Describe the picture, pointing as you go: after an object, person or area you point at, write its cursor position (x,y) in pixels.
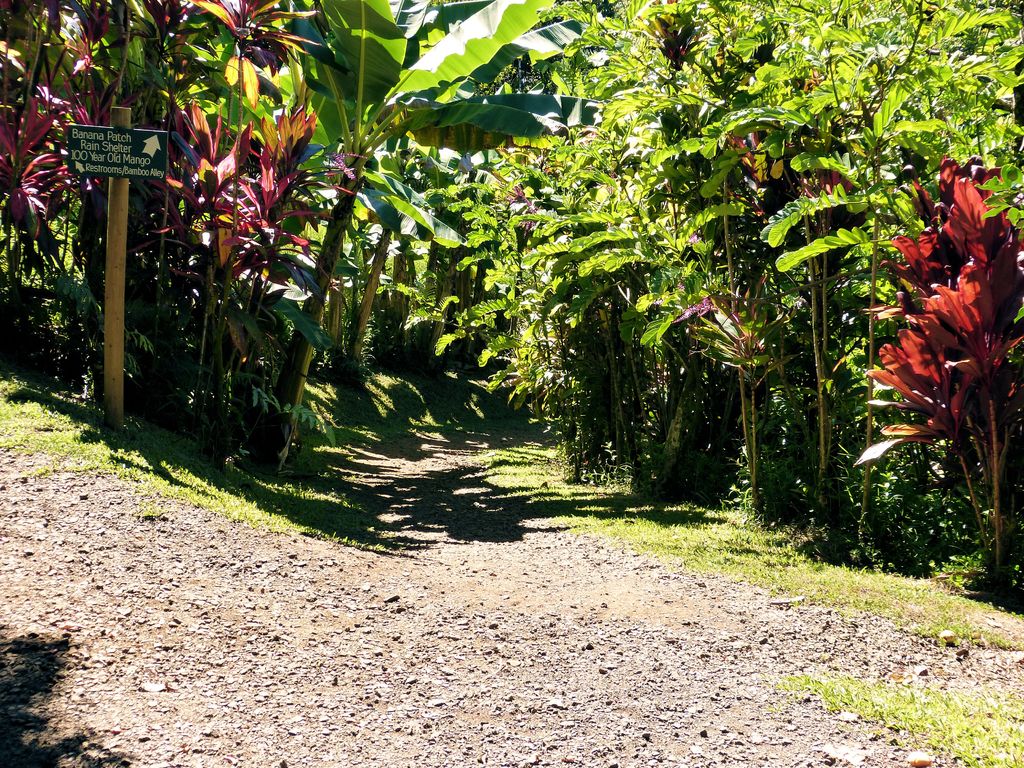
In this image I can see on the left side (133,177) there is a board (115,144) in the middle (479,308) there are trees (736,252), at the bottom (584,596) it is the soil (558,627).
